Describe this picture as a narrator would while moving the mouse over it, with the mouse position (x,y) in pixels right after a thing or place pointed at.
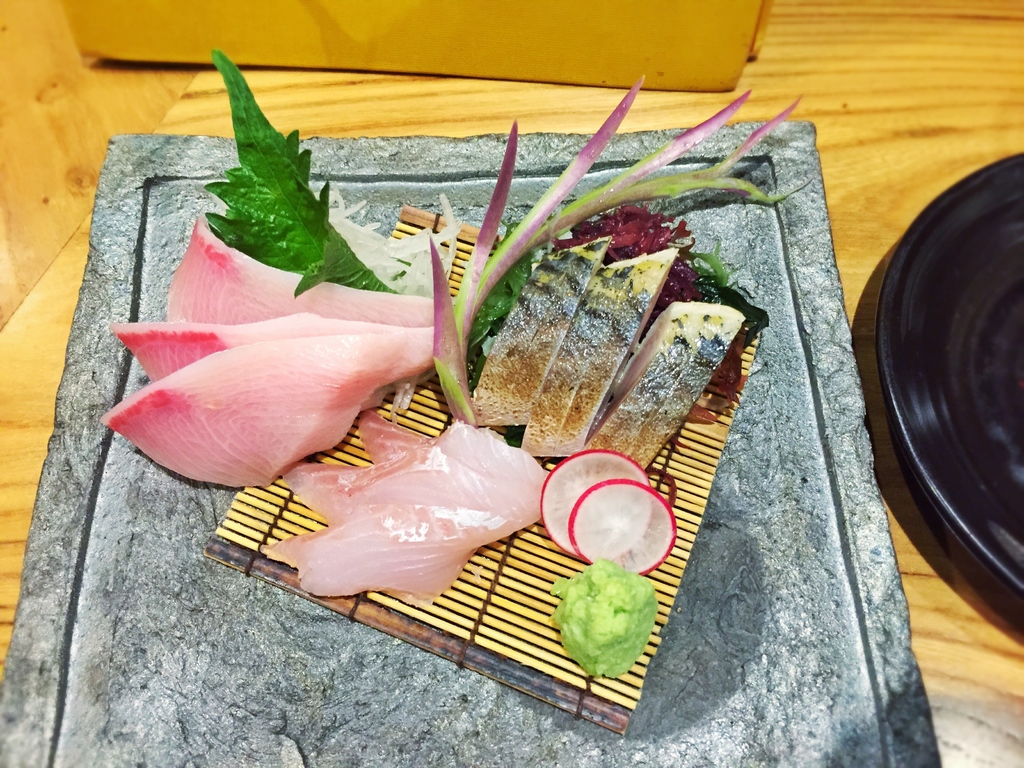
In this image we can see some food items (472,368) placed on the surface (497,700).
